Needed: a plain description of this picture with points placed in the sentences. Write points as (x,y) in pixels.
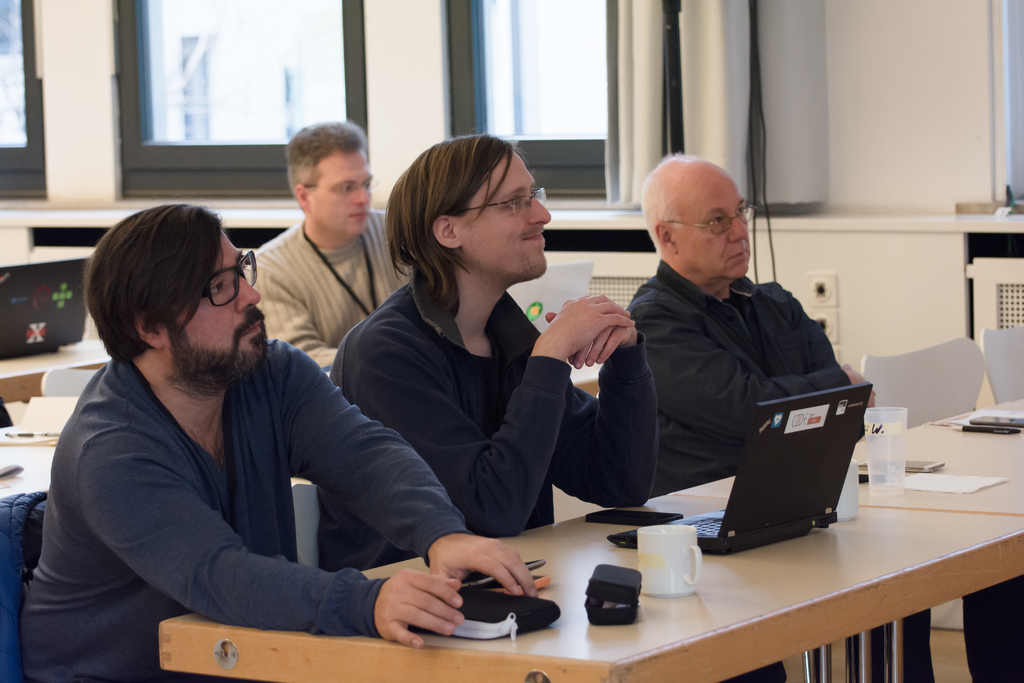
In the center of the image (526,343) some persons (426,331) are sitting on a chair (305,516). In this image we can see tables (692,491) are there. On the tables (899,492) we can see cup (641,555), laptops (813,502), glasses (896,478), paper (929,484) and some objects (619,594) are there. In the background of the image (232,176) we can see windows (558,56), wall (842,54), socket (832,283) are there.
